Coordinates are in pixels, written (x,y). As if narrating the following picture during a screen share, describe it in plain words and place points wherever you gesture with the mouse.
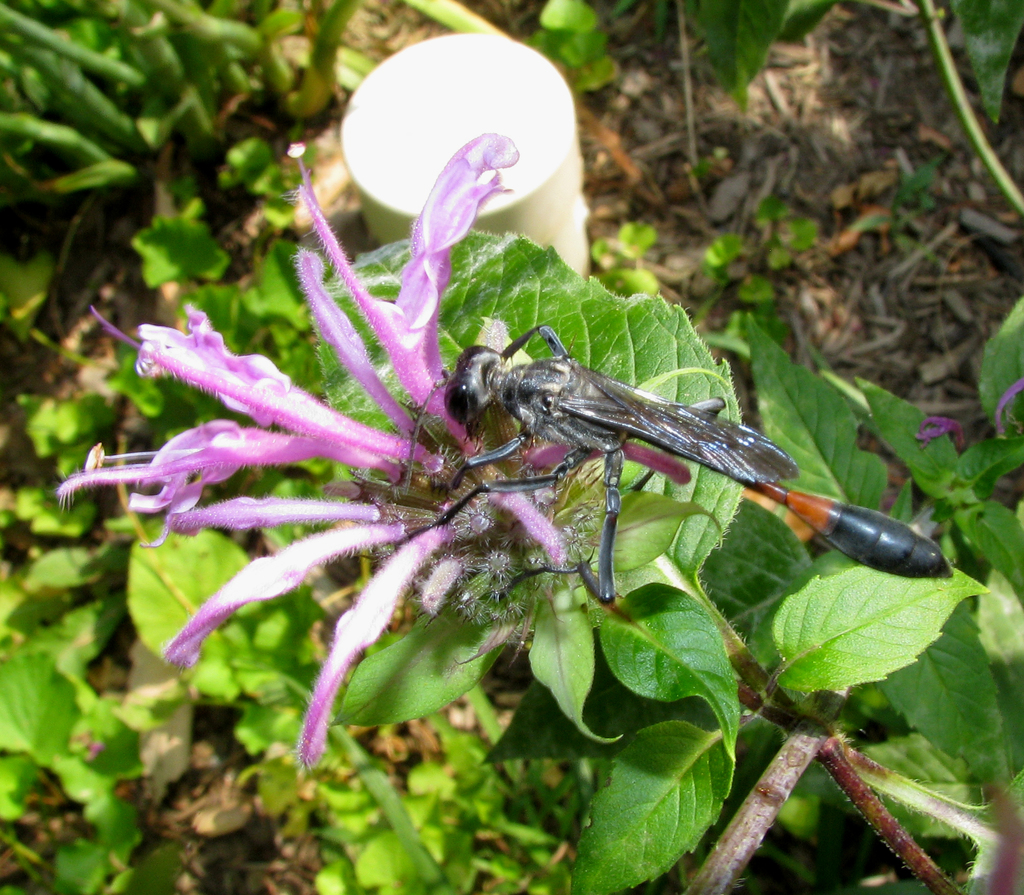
In this picture we can see a wasp (569,438) in the front (577,448), there is a flower (554,527) and some leaves (240,686) in the background (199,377).
